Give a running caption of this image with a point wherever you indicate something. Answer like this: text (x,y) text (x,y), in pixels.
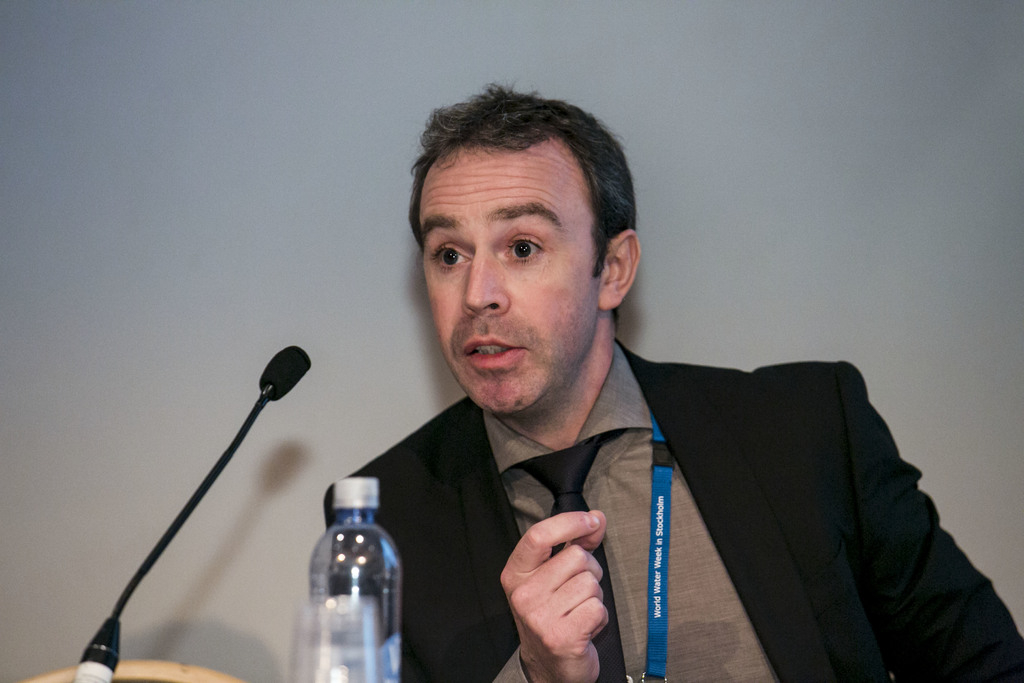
In the image there is man (582,544) wearing a black color suit (708,399) sitting in front of a microphone (259,402) and opened his mouth (508,355) for talking and we can also see a water bottle (356,595) in the image. In background (261,218) there is a white color wall (507,45).
